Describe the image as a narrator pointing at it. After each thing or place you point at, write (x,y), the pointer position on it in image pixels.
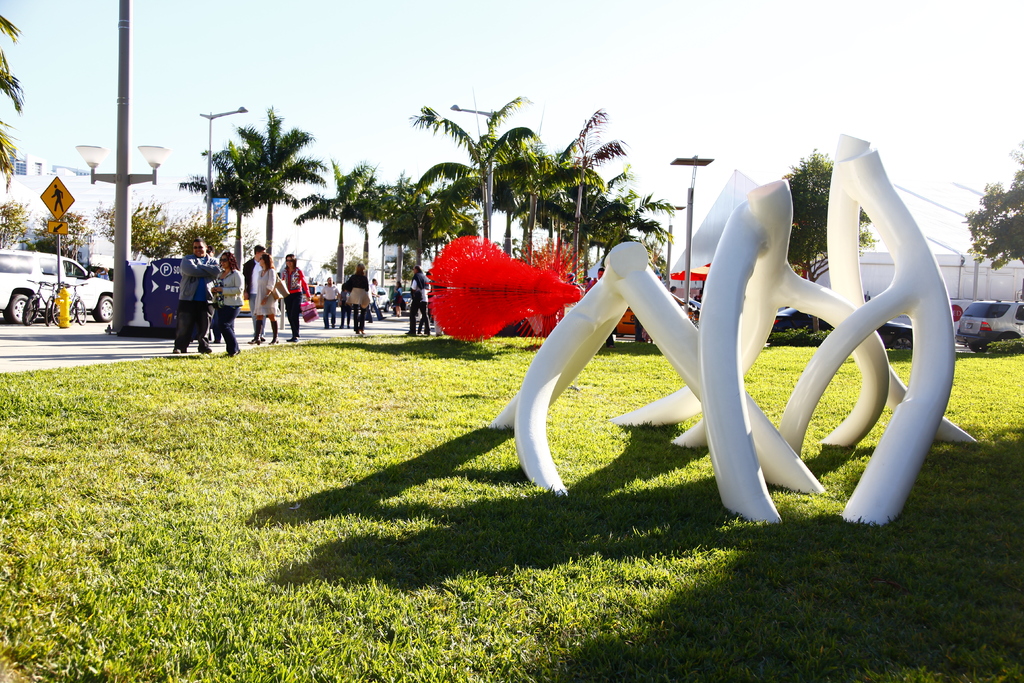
In the foreground (404,366) I can see a sculpture (727,411) and grass (300,439). In the background (1003,332) I can see a crowd (230,318), vehicles (89,273) on the road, trees (513,216) and a red sculpture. At the top (404,63) I can see the sky (359,60). This image is taken during a day.
